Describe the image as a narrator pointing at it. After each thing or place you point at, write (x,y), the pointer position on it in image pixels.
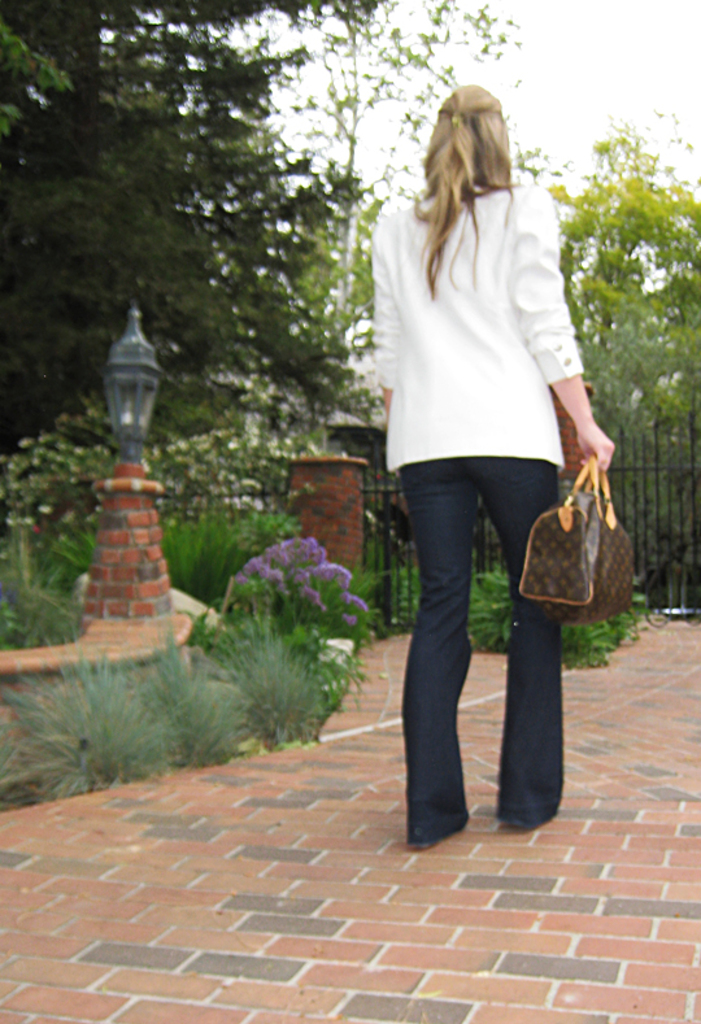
In this image there is one woman (469,348) who is holding a hand bag (568,519) and she is walking on the floor (468,796) and on the left side of the image (76,260) there are trees (208,87) plants (226,560) and flowers (254,591) are there. And on the left side (138,372) there is one light (110,381) and on the top of the image (544,50) there is sky (585,87) and on the right side (657,353) there is trees (643,367) and there is one fence (631,492).
